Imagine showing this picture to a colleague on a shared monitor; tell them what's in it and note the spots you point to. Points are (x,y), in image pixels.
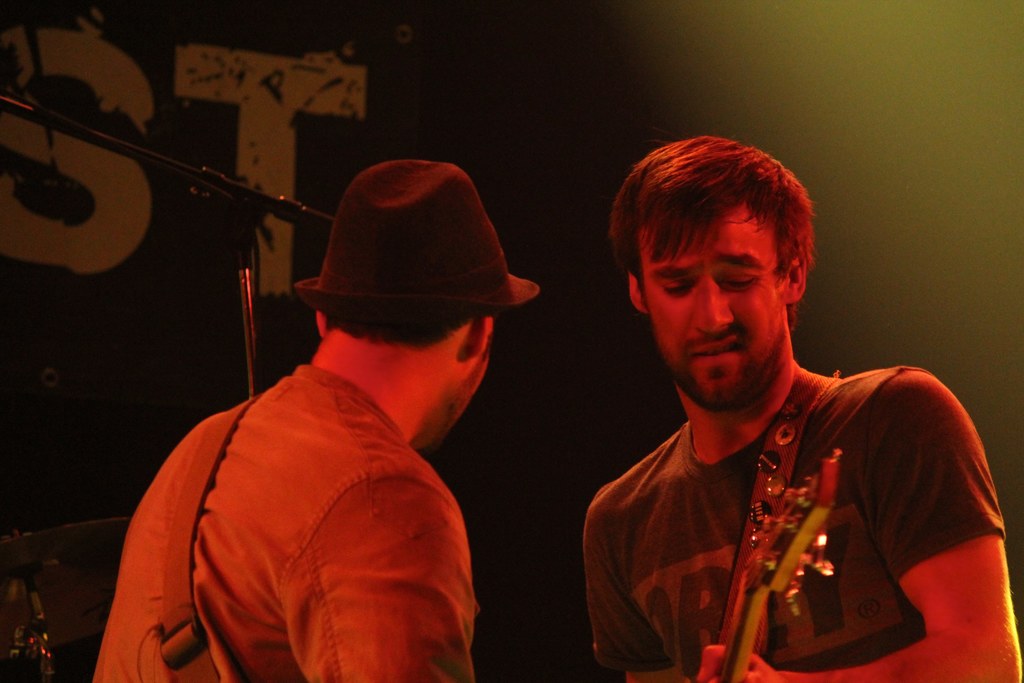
In this image I can see two people (489,333). Among them one person (725,472) is holding the musical instrument (741,627).
